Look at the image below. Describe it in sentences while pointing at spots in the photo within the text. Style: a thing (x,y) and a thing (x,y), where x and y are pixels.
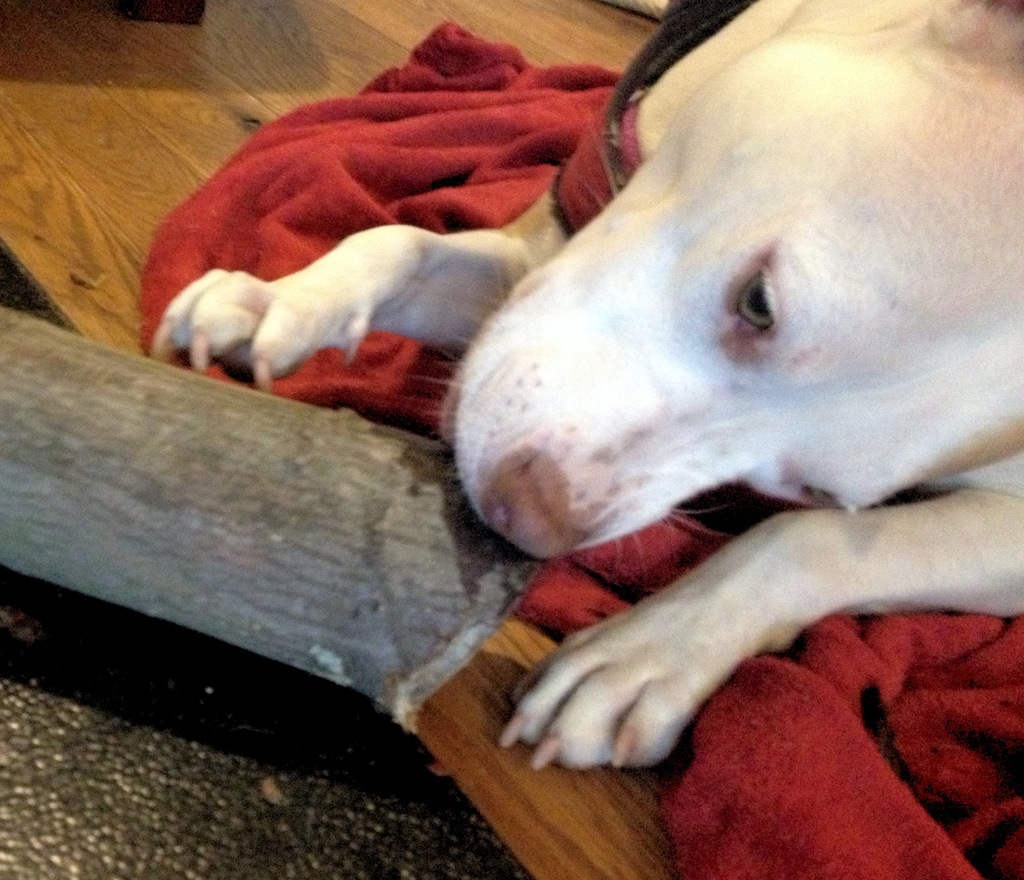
In this image, we can see a dog (779,567) lying on the cloth (913,709). On the left side of the image (239,509), we can see a stick (253,500), wooden surface (446,695) and black object (179,793).
